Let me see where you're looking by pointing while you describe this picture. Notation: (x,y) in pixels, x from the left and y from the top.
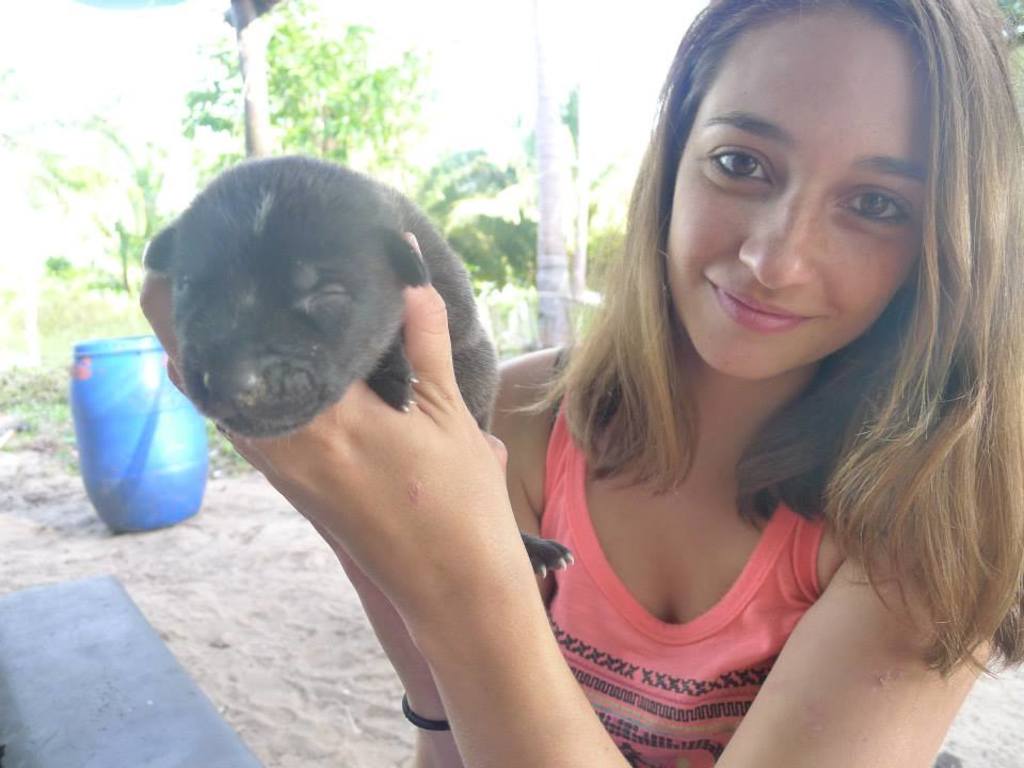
In this image in the center (597,413) there is one woman (734,308) who is smiling and she is holding a puppy (349,354). On the background (266,71) there are some trees (260,52) and in the bottom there is one drum (96,411).
